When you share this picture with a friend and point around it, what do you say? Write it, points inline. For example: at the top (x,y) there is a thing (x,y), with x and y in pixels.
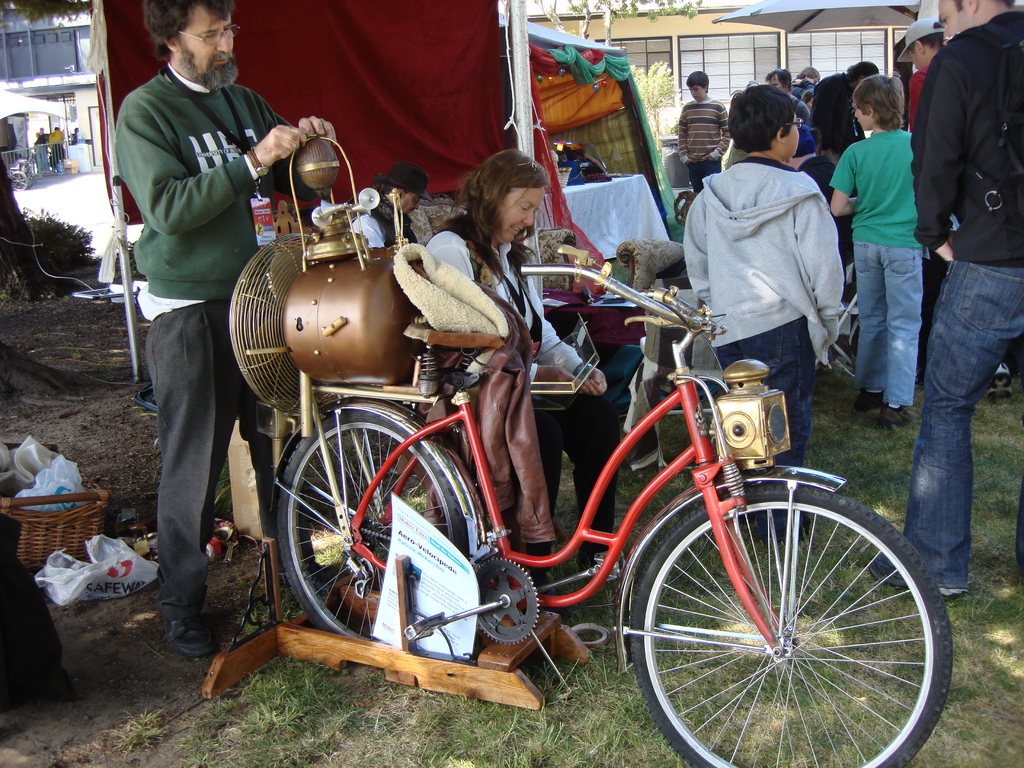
This picture shows few people (835,169) standing and we see a woman (596,419) seated and we see a bicycle (384,399) with motor (273,356) fixed to it on the back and we see buildings (732,47) and grass (973,754) on the ground (467,721) and we see a basket (28,500) with carry bags (41,495) in it and we see a man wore spectacles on his face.
